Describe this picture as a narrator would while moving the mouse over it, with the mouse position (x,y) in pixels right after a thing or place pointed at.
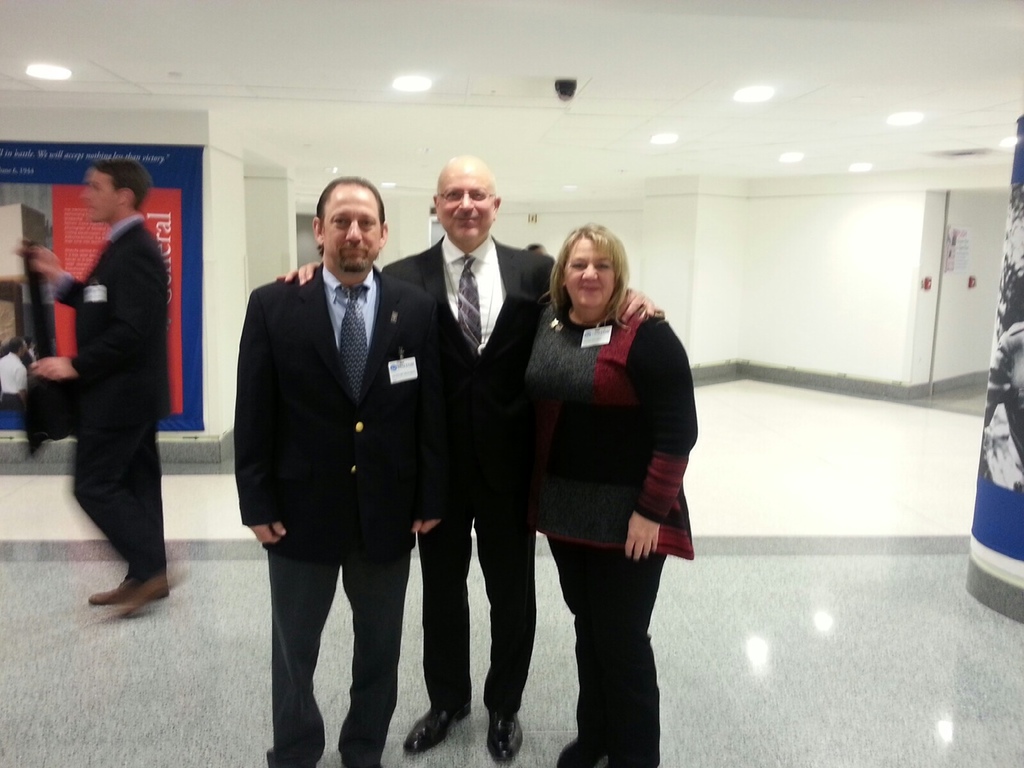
In this image we can see a few people (540,325) standing and there is a poster (71,259) with some text (77,242) and images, on the top of the roof (349,18) there are some lights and CC camera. In the background (948,382), we can see the wall (901,349).
